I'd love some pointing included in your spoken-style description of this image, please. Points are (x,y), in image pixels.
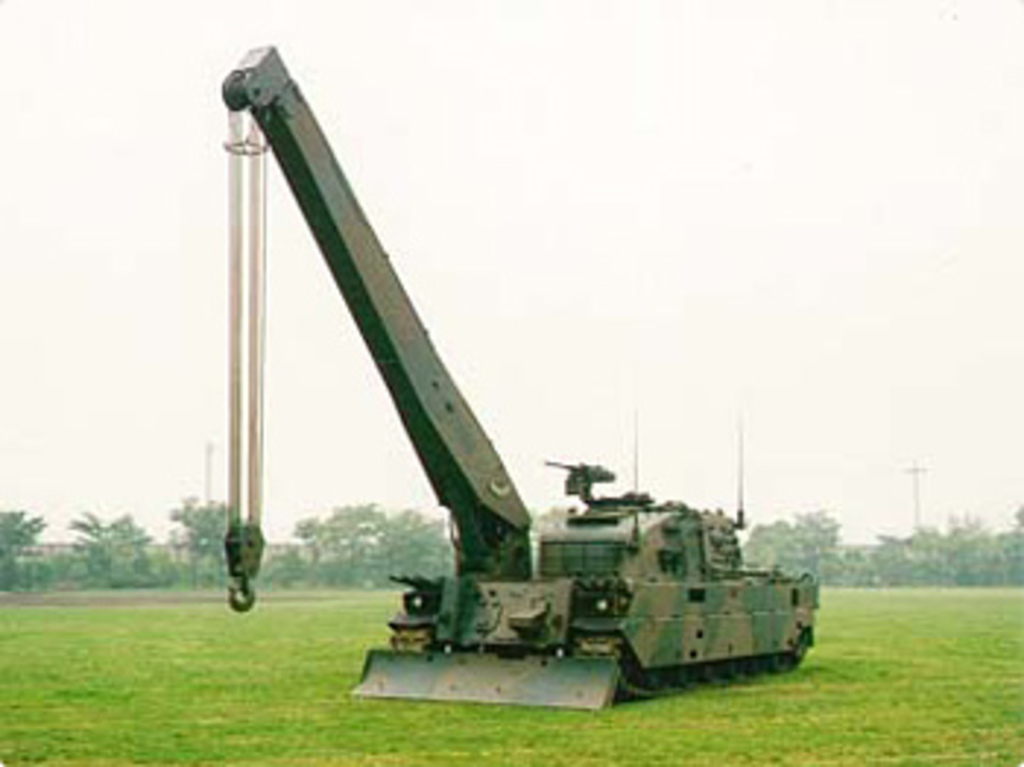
As we can see in the image there is a vehicle (593,580) and grass (303,741). In the background (320,578) there are trees (349,580). At the top (736,158) there is sky (533,192).
